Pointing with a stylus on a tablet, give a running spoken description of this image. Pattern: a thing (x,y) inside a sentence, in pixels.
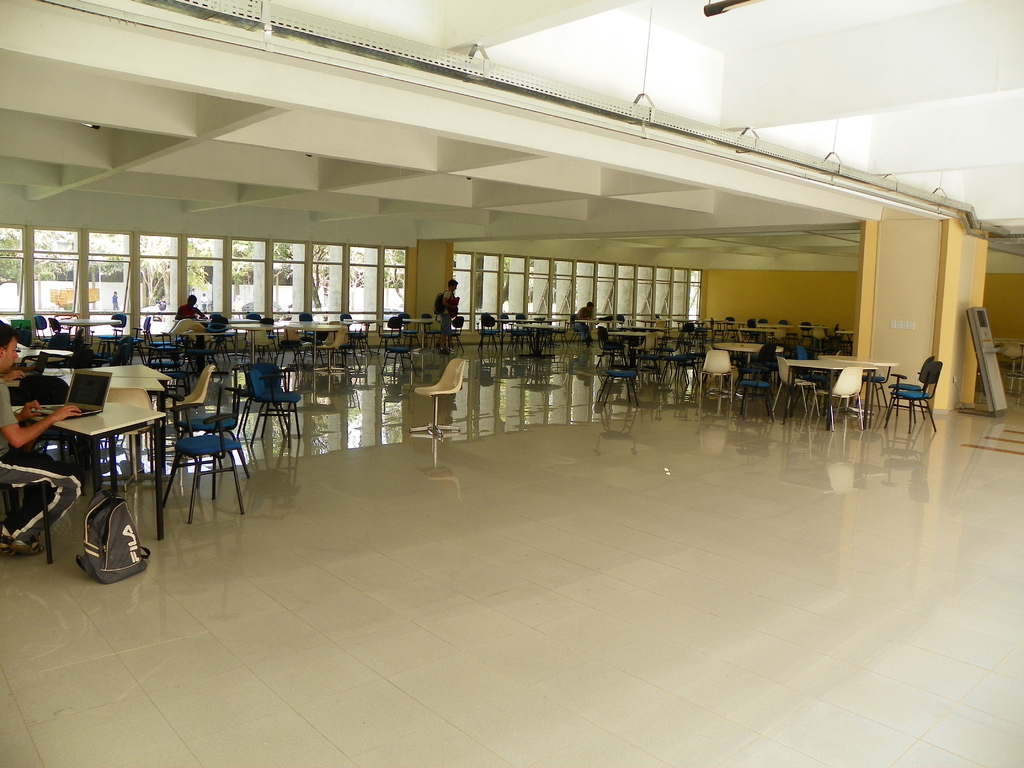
In this image we can there is a hall (456,219) and on the left side (64,494) one person (64,494) is sitting and using laptop (96,372).
